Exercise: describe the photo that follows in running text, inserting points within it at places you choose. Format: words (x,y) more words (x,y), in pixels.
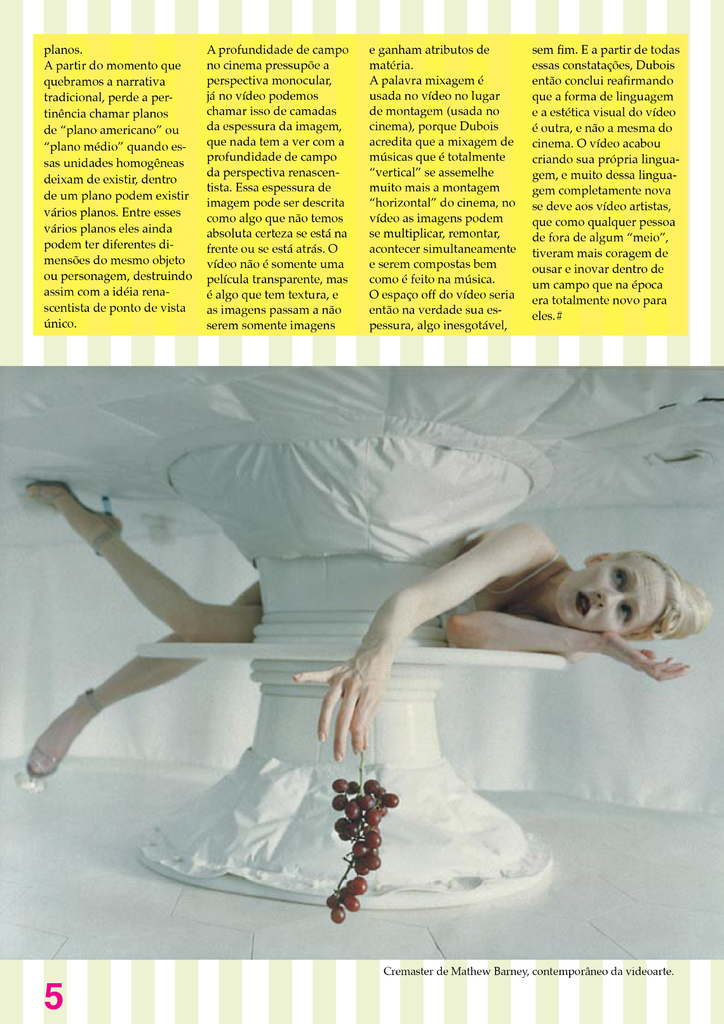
On top of the image (104,191) we can see some text (448,240) and under it there is a picture (650,955) of a lady (453,598) and looks like she is lying on a table (327,652) and she is holding grapes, at the bottom of the image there is some text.
